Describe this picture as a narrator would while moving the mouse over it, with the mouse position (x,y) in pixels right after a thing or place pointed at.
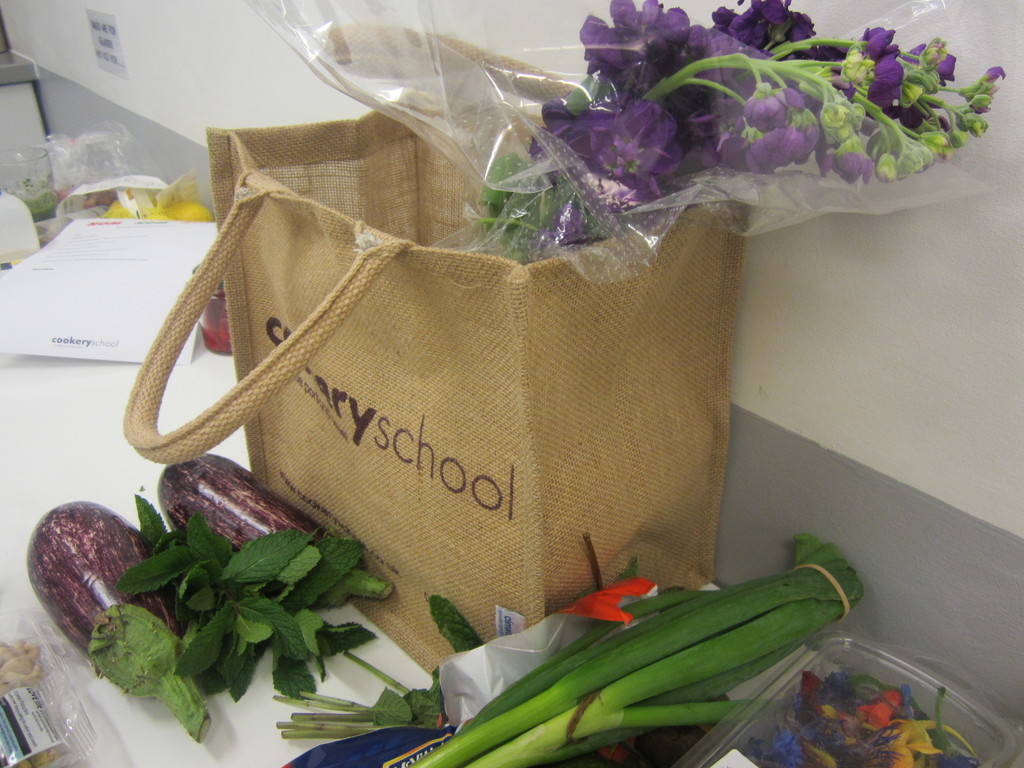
In this image we can see some vegetables (294,614), plastic container (780,687), jute bag (515,441) in which we can see flowers (792,30), paper (75,334) and few more things (114,210) are kept on the white color surface (1,471). Here we can see the wall (137,76).
